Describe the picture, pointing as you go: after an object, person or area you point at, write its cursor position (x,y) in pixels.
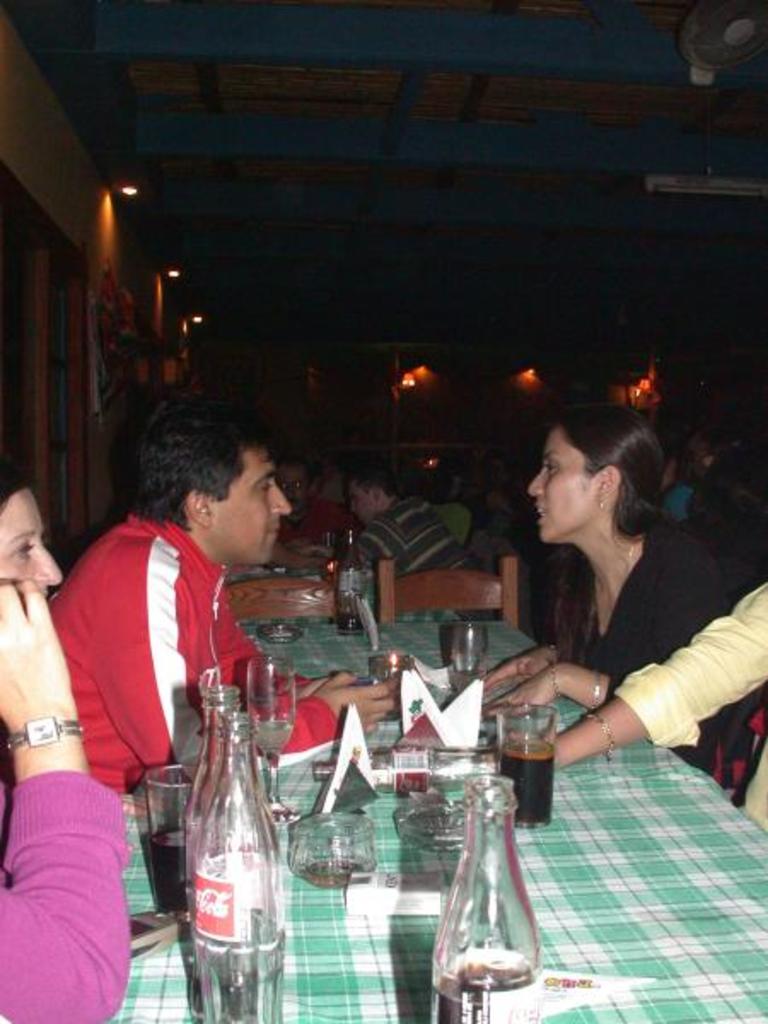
This image is clicked in a restaurant (40,139). There are lights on the top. There is a cloth (569,868) on the table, cold drinks (384,774), tissues (439,735), bottles (477,757). There are people (41,757) sitting on chair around the table (392,934). There is a table fan (708,34) on the top right corner (738,36).
